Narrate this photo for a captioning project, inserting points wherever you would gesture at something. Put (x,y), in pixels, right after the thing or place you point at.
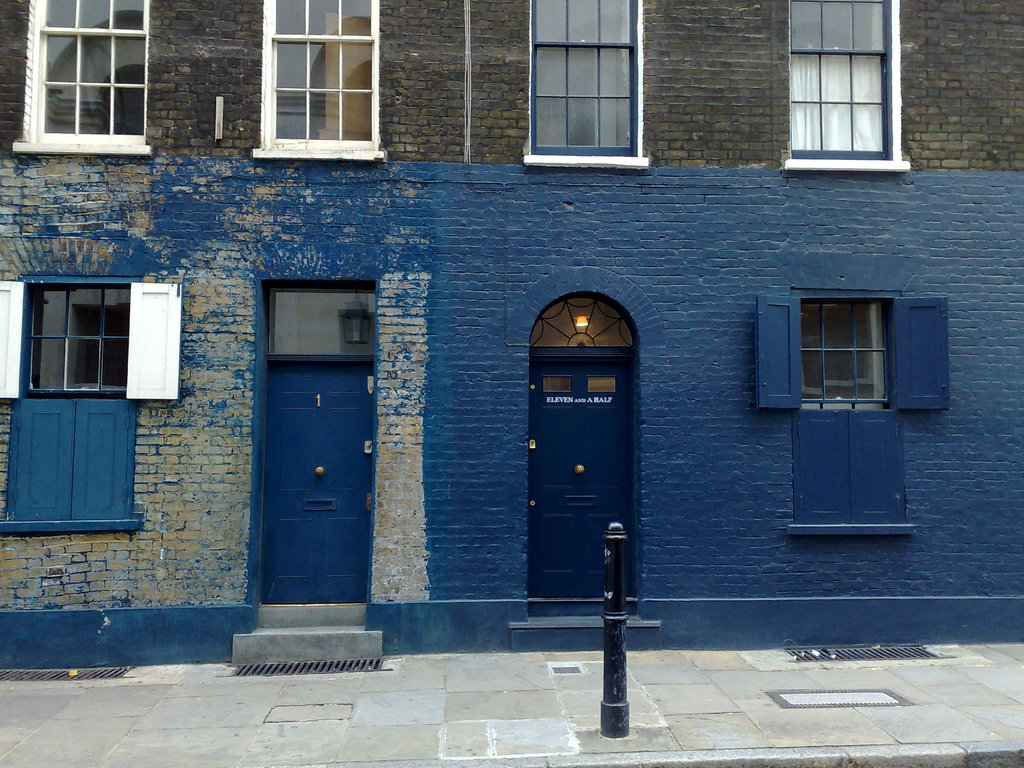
In this image I can see the building (610,194) with windows (537,123) and the doors (302,481). In-front of the building (555,363) I can see black color pole (603,617).
